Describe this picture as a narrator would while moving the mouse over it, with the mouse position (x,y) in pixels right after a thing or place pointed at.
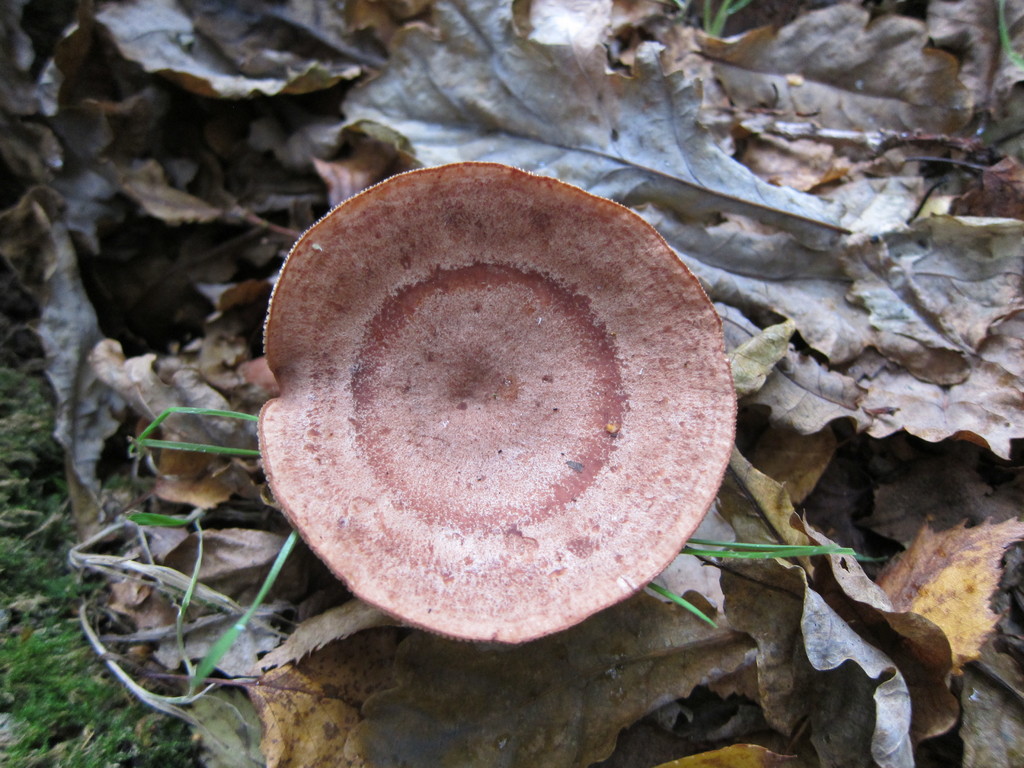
This image is taken outdoors. At the bottom of the image (125,683) there is a ground (111,548) with grass (66,570) on it and there are many dry leaves (644,145) on the ground (87,246). In the middle of the image (510,343) there is a mushroom (462,385) on the ground (786,461).
